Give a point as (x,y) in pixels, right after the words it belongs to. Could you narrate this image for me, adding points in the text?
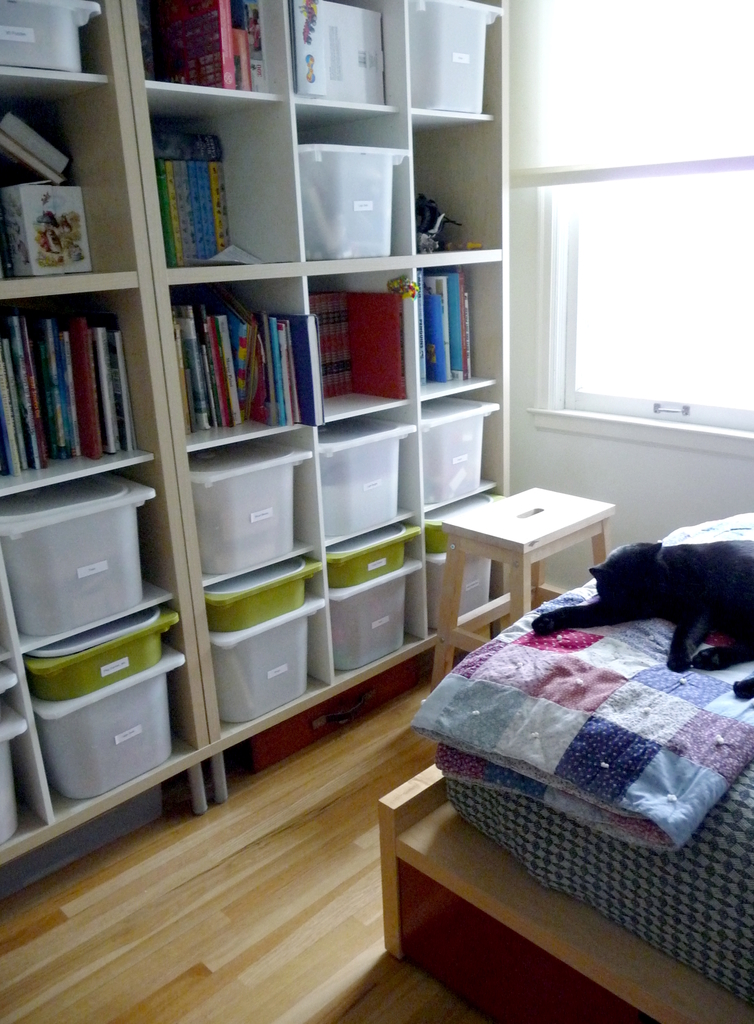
This is looking like a room (455,623). In this room (567,899) there is a cot (633,965) and on the cot (681,809) there is a bed (721,828). A cat (726,665) is laying on this bed (645,622). There is a stool (505,548) on the corner of this room (535,533). There is a window (551,307) in this wall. There is a big cupboard (290,226). In this cupboard (132,368) there are some books (93,387), some boxes (123,532) are there.
